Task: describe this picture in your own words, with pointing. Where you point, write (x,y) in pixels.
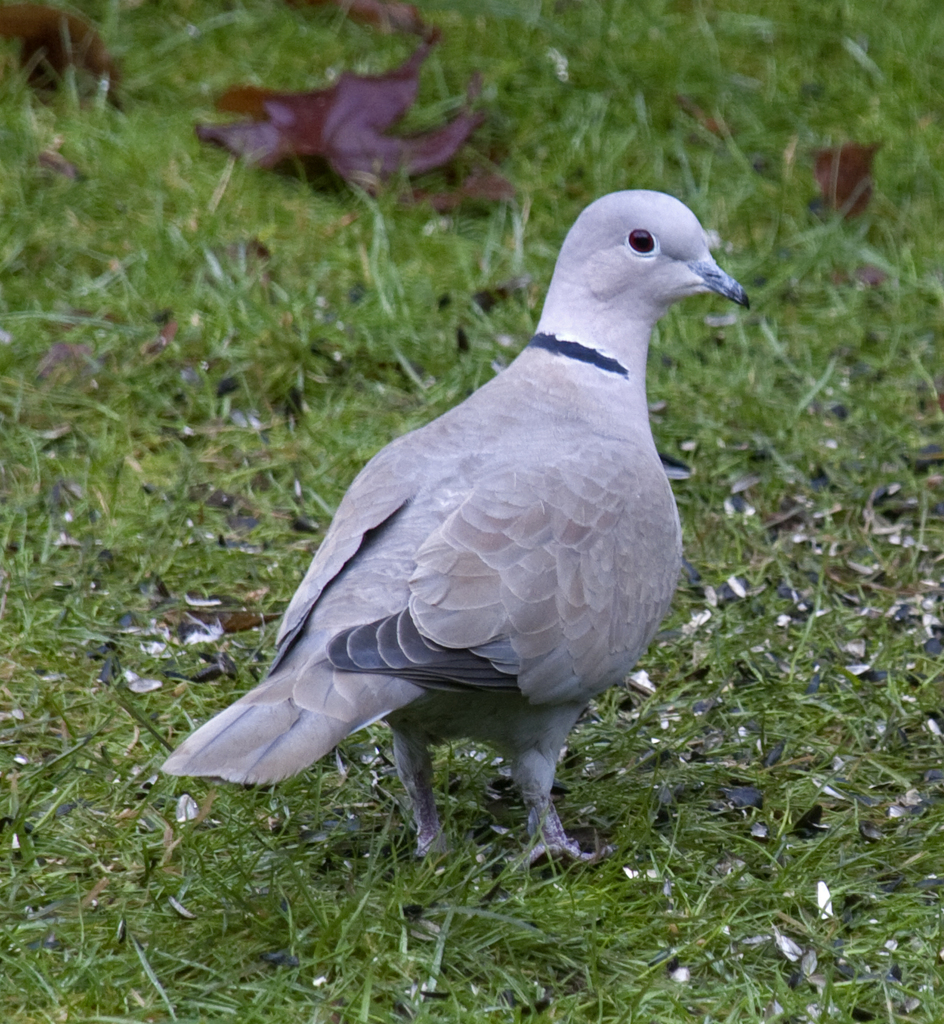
In the center of the image (443,566) there is a pigeon (410,506). At the bottom (492,878) we can see grass (160,492).
